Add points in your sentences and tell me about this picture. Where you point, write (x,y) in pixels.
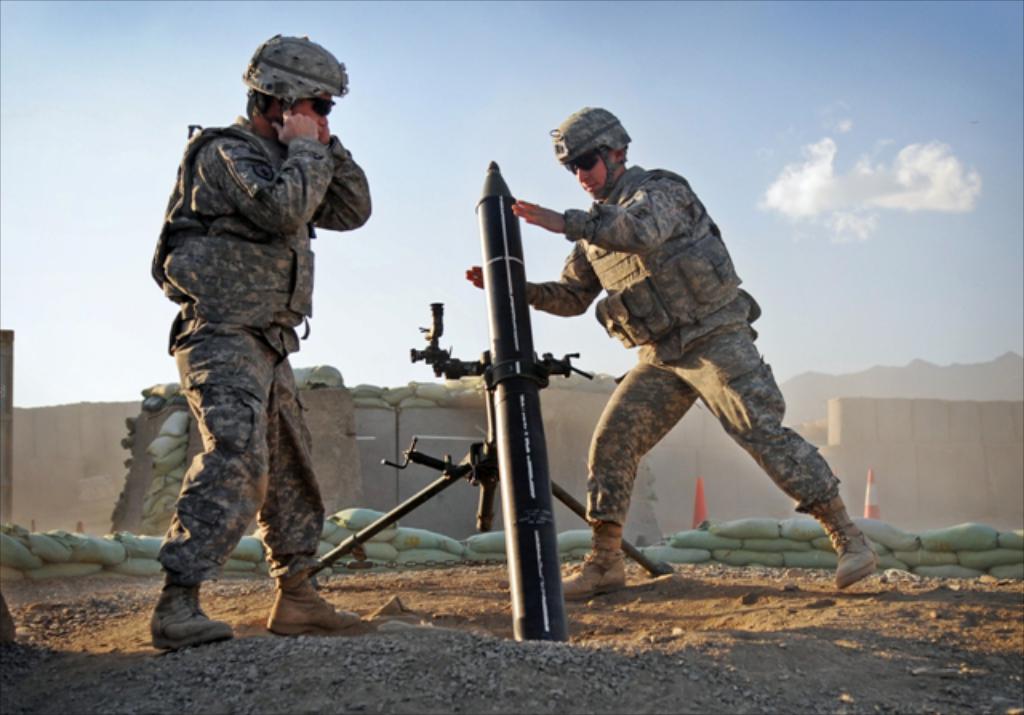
In the middle of the image (544,468) two people (795,478) are standing and there is a weapon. Behind them there is a wall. At the top of the image (895,55) there are some clouds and sky (953,354).
